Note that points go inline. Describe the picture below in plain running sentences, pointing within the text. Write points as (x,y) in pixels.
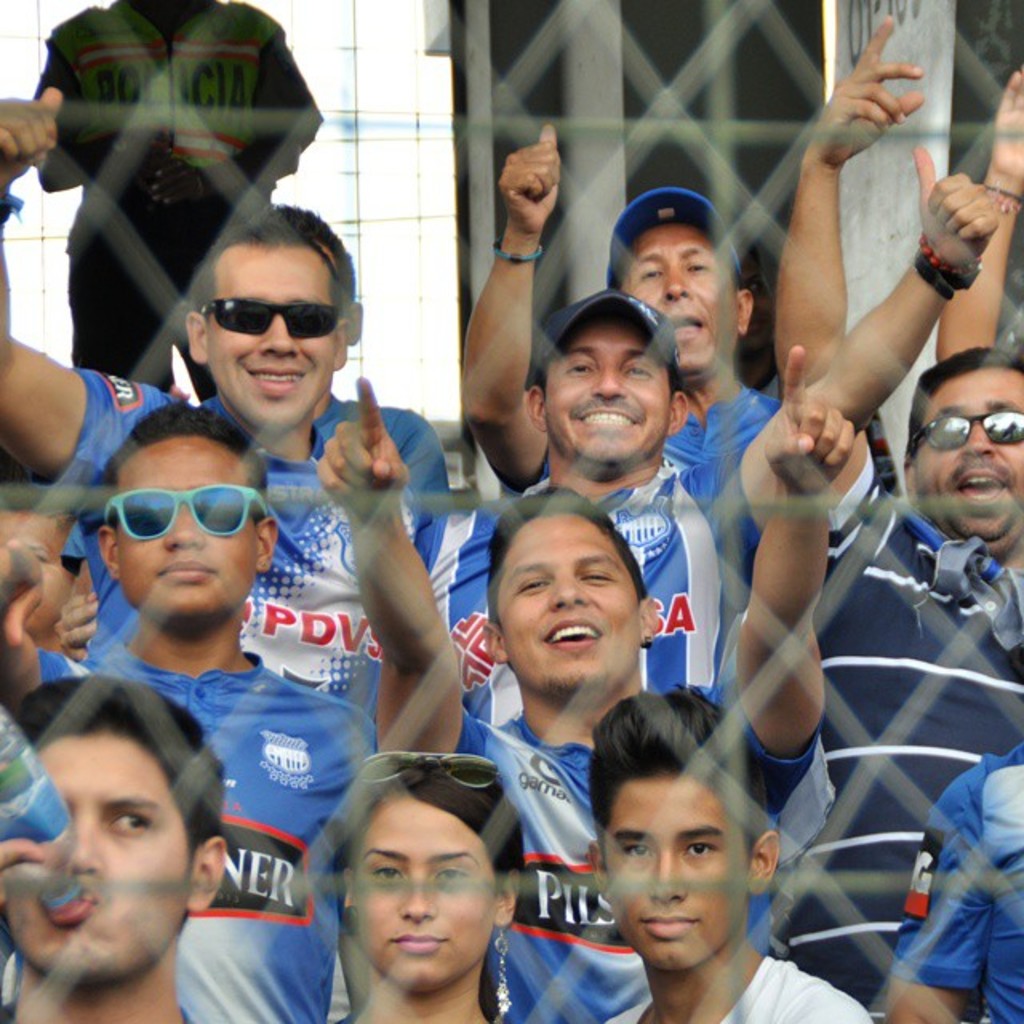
In this image people (578,792) are standing on the floor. In front of them there is a metal fence (666,364).
